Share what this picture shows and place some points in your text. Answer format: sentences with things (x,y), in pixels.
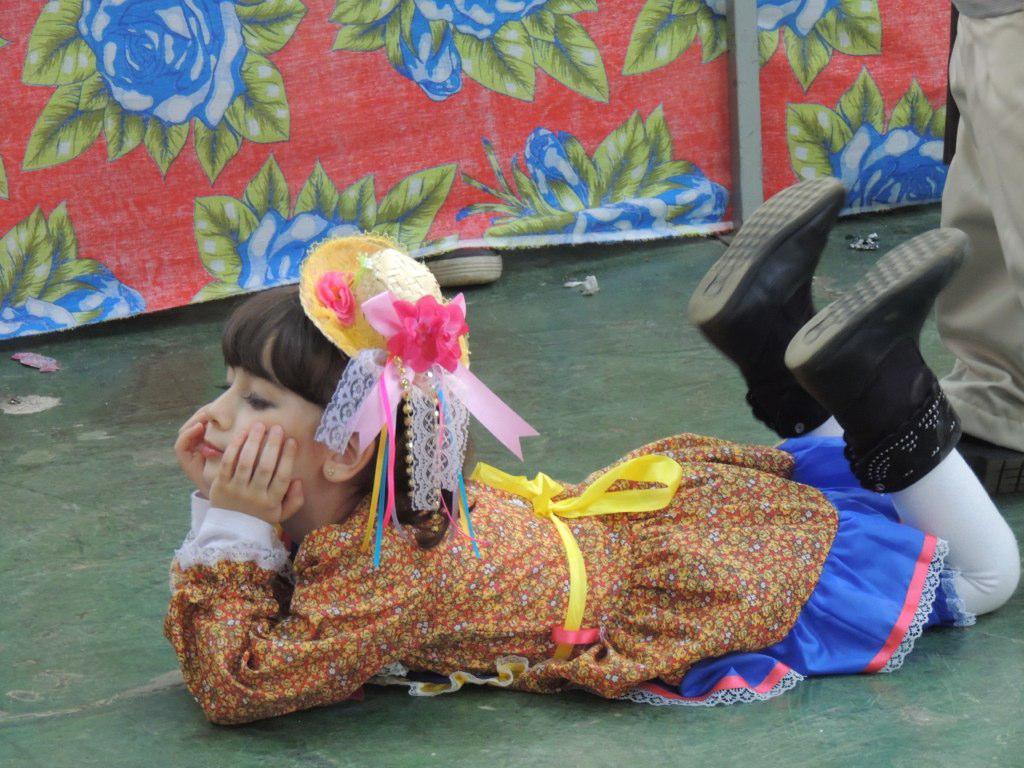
In this image there is a girl (402,325) laying on the floor (572,353), there is a person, and in the background (498,159) there is a cloth (582,157) and an iron rod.
